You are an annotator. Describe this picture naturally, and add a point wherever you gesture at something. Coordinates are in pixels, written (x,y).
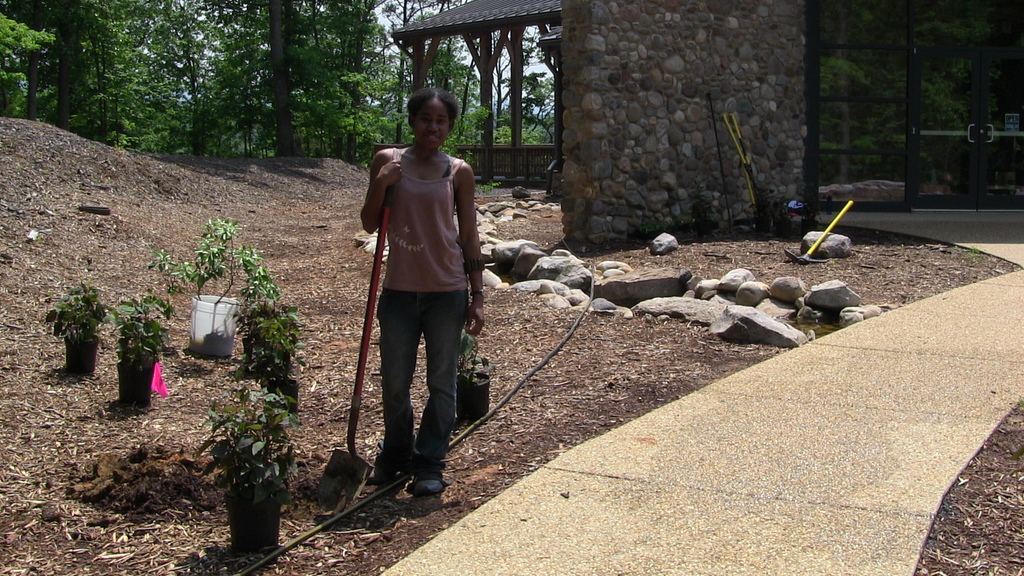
In this image we can see a woman (475,239) standing and holding a spade (352,486). We can also see the trees (325,63), roof house (494,59) with glass doors (984,202). Image also consists of stones (660,276), soil (680,338), flower pots (229,335), path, stone wall (639,100) and also the spades (810,248). Some part of the sky (386,28) is also visible in this image.
